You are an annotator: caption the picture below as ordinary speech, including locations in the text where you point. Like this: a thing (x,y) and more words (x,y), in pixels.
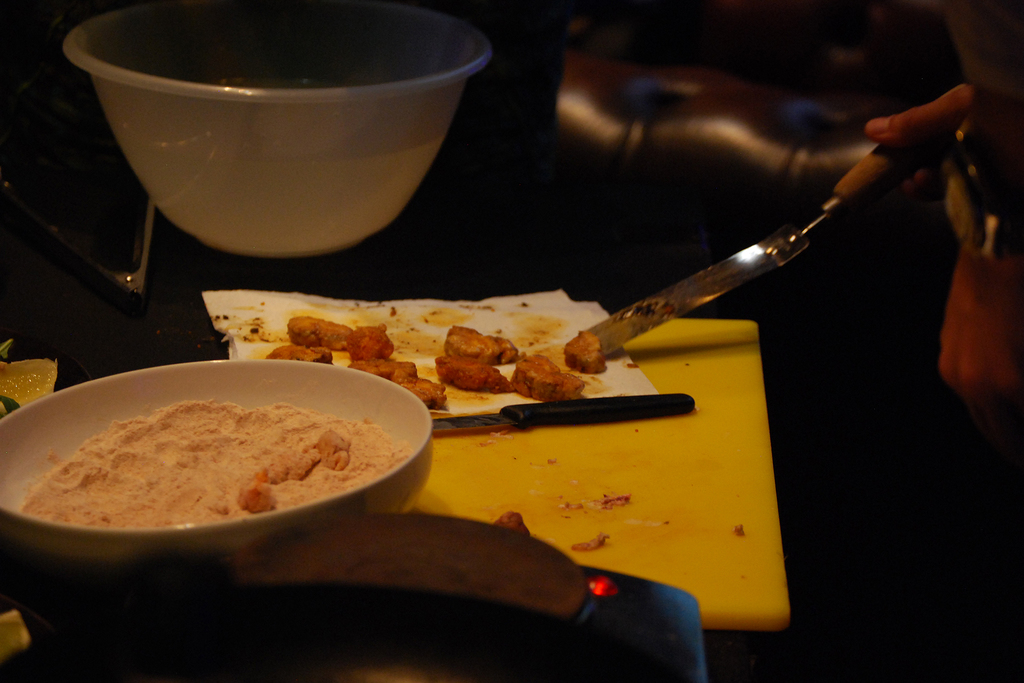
In this picture I can observe some pieces (456,340) of food (529,373) placed on the table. There is a black color knife (596,402) on the table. On the left side (153,118) I can observe plastic bowl (260,134). In the background (668,127) there is a sofa (691,131).
